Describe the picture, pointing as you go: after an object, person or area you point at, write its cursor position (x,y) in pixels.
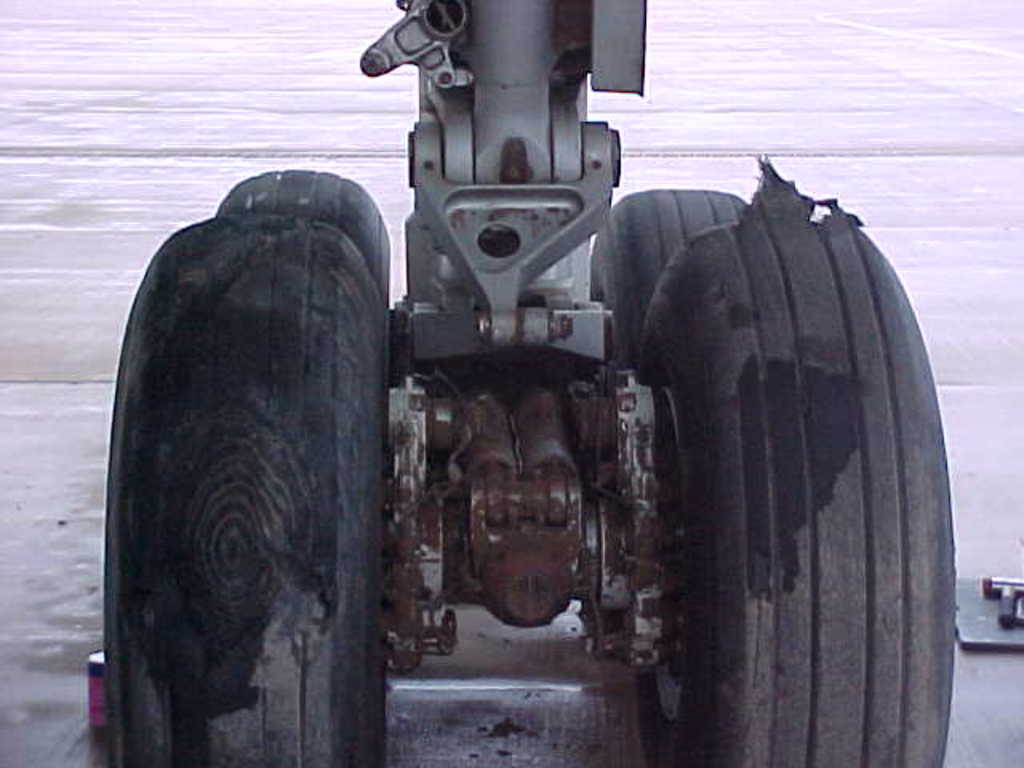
In this image I can see few wheels (197,580) in black color and I can see white color background (981,487).
